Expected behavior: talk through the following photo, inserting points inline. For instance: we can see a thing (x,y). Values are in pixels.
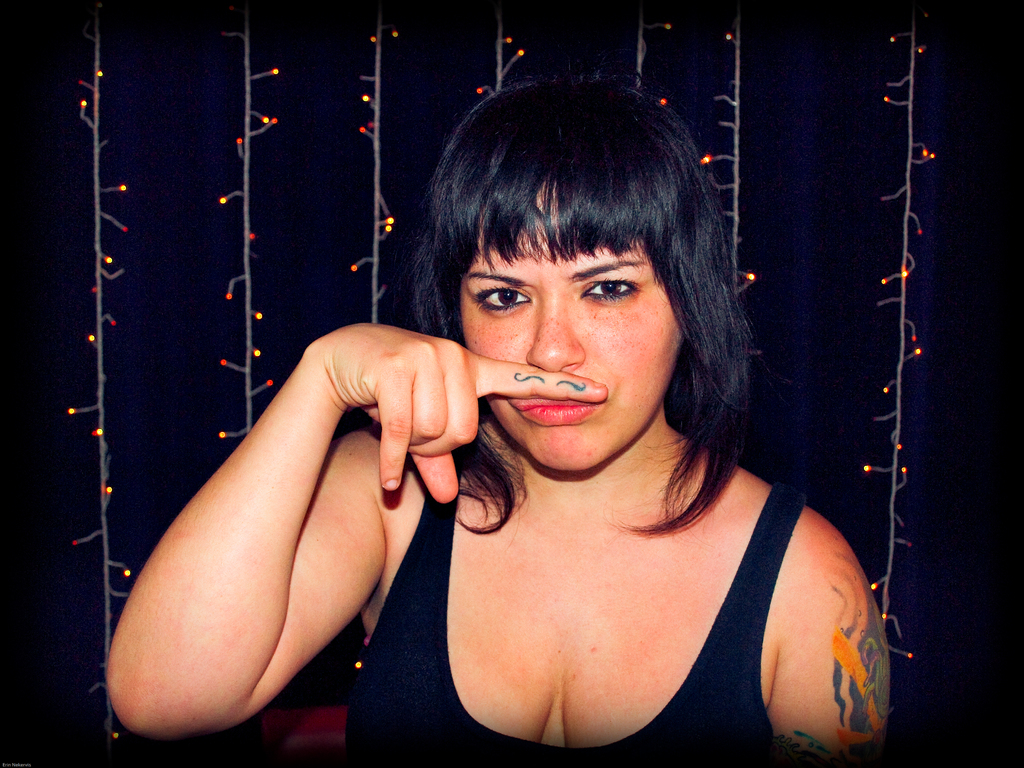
Here I can see a woman (439,640) wearing black color dress (408,640) and giving pose for the picture. At the back of her I can see few lights (376,261). The background (176,241) is in black color.
